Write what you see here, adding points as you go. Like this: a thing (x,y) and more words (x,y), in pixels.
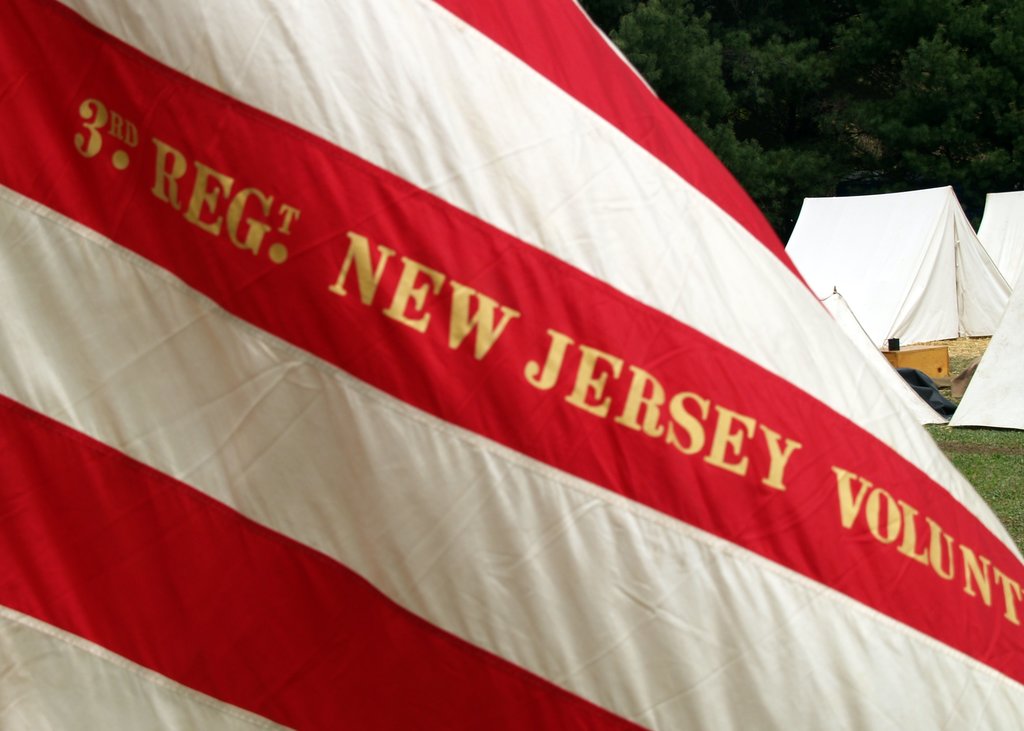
In this image we can see a red and white flag (508,388) with text (775,466). In the background of the image (860,232) there are tents (908,265), trees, grass (1005,495) and other objects (939,354).
